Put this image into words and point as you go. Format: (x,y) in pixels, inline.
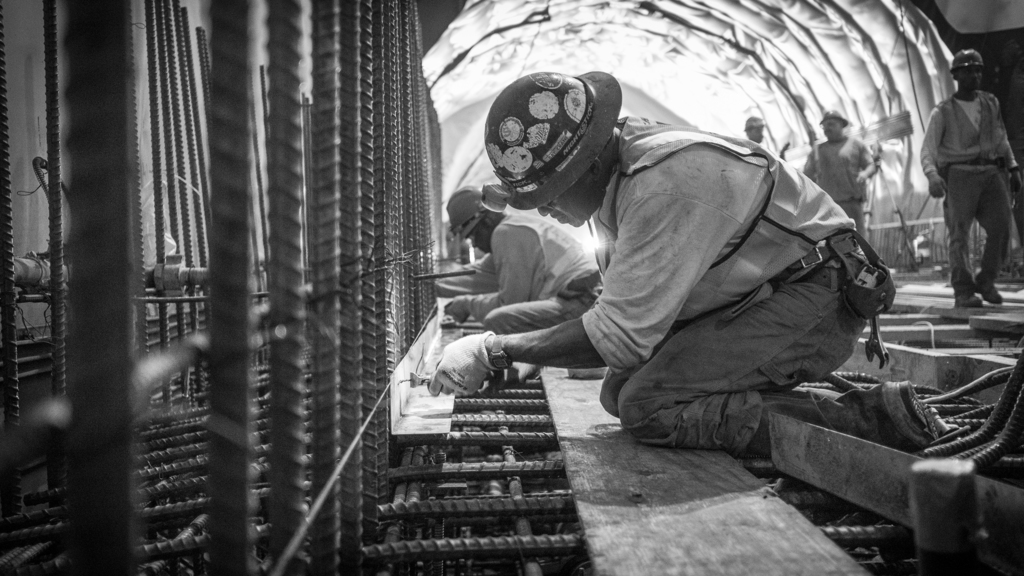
In this picture there are two men (553,261) who are wearing helmet (589,145), shirt (638,250), gloves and trouser (689,390). They are doing some work on this rods (386,482). On the right (949,171) there are three men (957,171) who are standing near to the tunnel (943,47).
